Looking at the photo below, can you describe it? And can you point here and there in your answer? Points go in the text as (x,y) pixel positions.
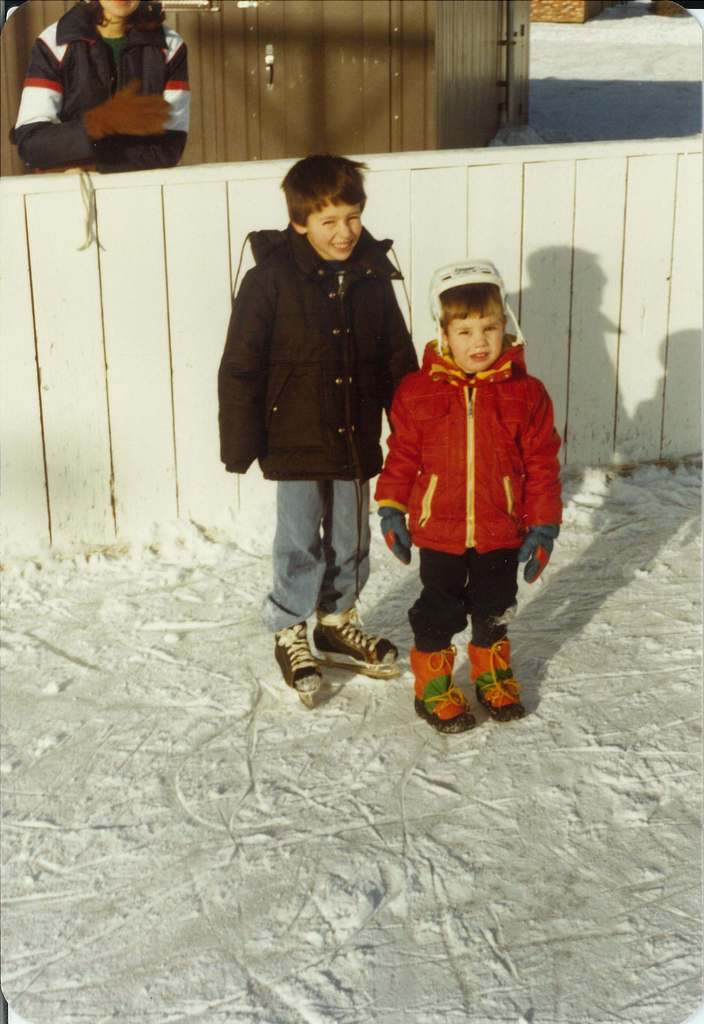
In this image there are two kids (437,491), one wearing skate shoes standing on the ice surface (358,792), behind them there is a wooden fence (193,326), behind the wooden fence (148,278) there is a person (140,135), behind the person (171,103) there is a wooden room (358,50).
